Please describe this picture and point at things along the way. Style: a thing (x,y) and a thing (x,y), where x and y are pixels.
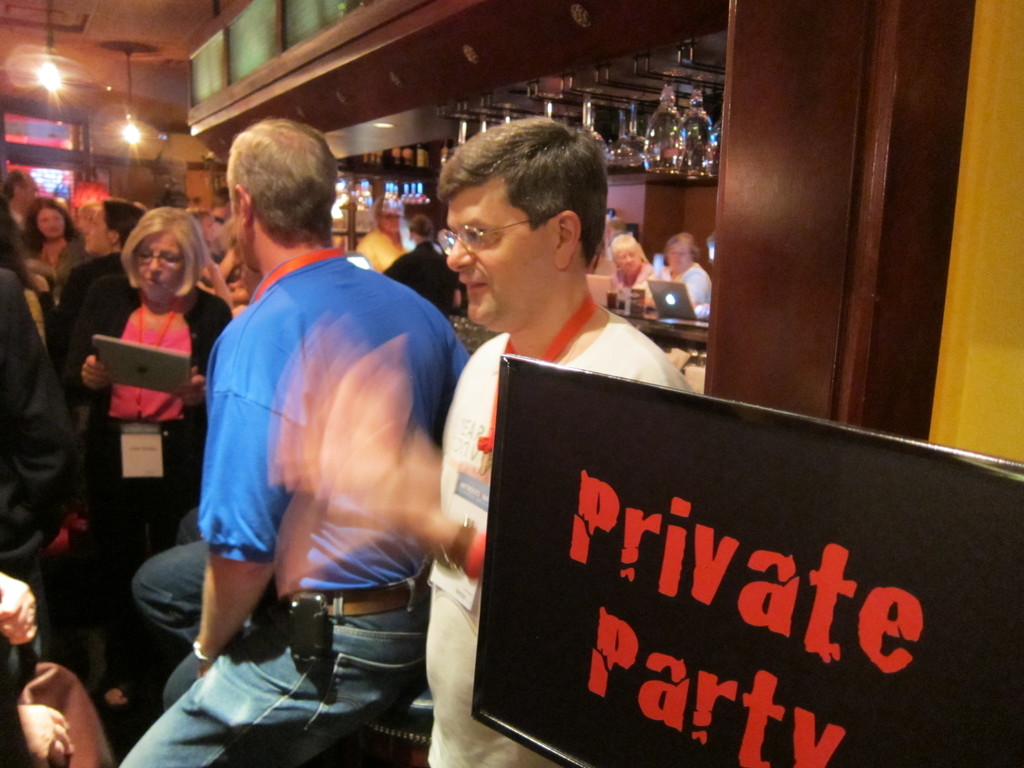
In this picture I can see crowd of people (152,245) visible on left side (92,267) and I can see a black color board (766,548) at the bottom (809,538), on the board (624,548) I can see text (727,546) and I can see there are laptops (669,304) and glass bottles (705,122) and persons (592,251) visible in the middle (630,264) I can see brown color beam (824,154) on the right side (933,154), in the top left (31,64) I can see a light (57,71).
